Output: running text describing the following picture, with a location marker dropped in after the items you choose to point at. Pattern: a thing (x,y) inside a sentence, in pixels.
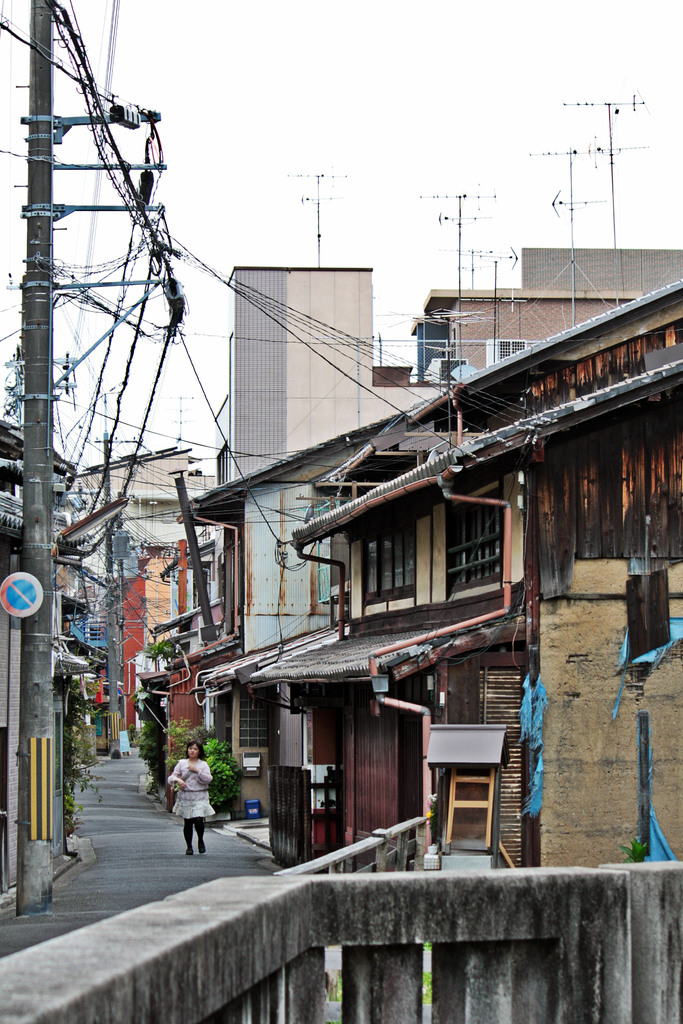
In the center of the image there is a road (60,920). There is a girl (205,788). At the right side of the image (545,393) there are houses (245,576). There is a electric pole (45,450) and wires (160,577). At the top of the image (302,98) there is sky (312,67). At the bottom of the image (639,928) there is a cement railing (180,979).
